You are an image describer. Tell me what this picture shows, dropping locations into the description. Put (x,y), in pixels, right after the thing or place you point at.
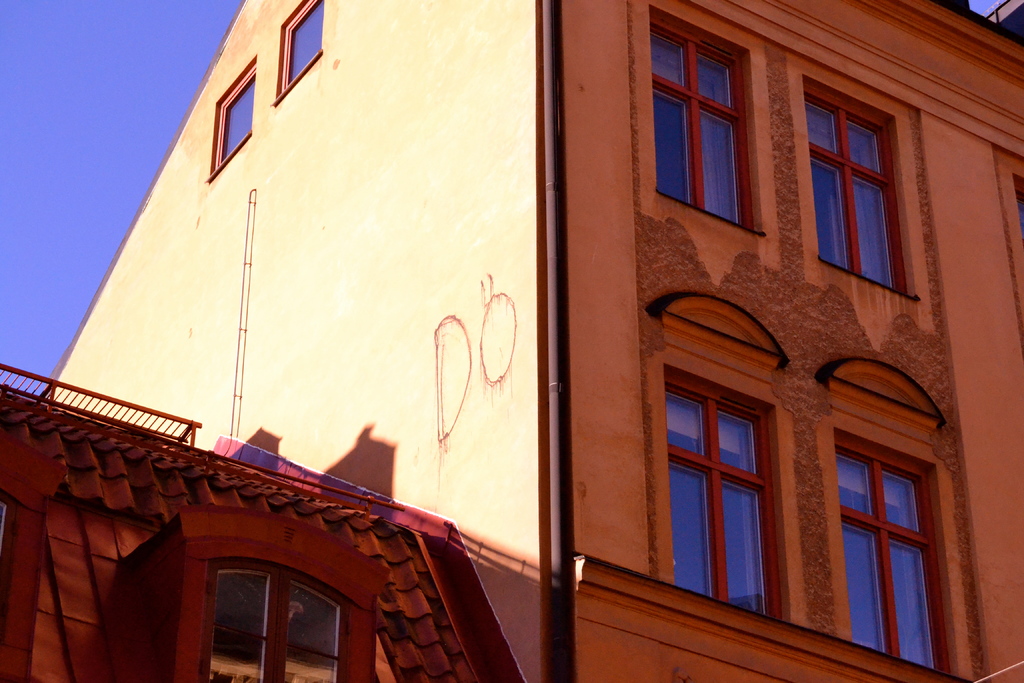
In this picture we can see a building (542,168) and windows (717,467), and also we can see a pipe (557,315) on the building (463,263).
